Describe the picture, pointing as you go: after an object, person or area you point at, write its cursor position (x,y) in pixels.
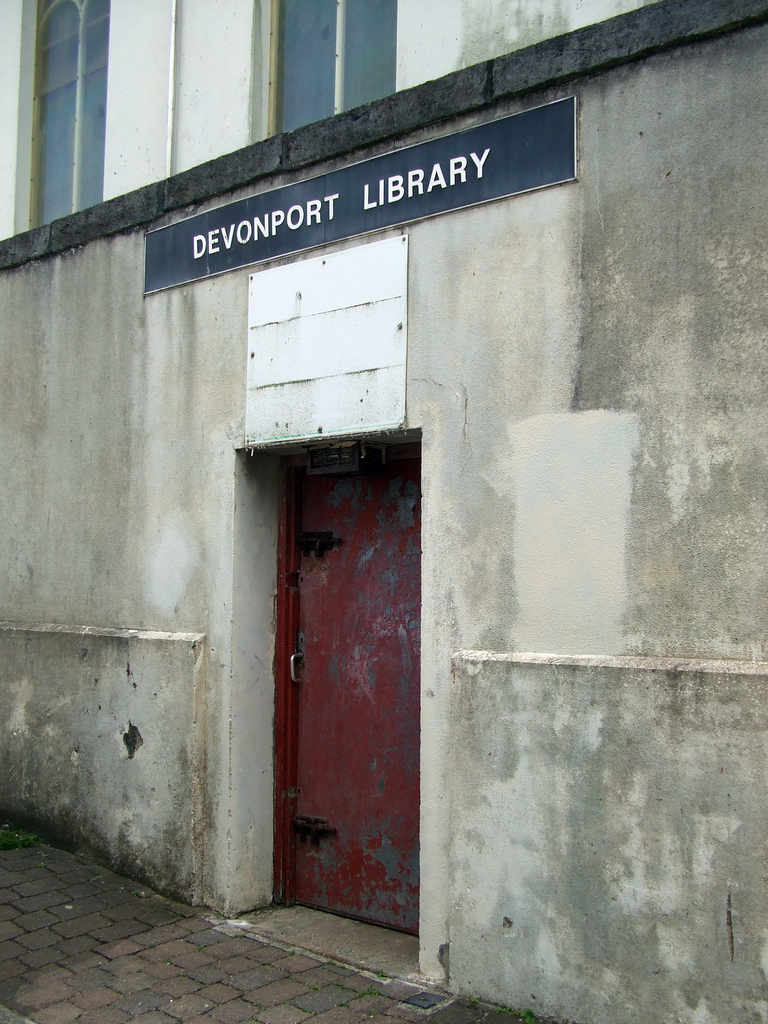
In this image there is a building (76,330) in the middle (260,672). At the bottom (277,698) there is a door (331,586). At the top (65,88) there are windows (81,51). To the wall (474,226) there is a board (258,210).
